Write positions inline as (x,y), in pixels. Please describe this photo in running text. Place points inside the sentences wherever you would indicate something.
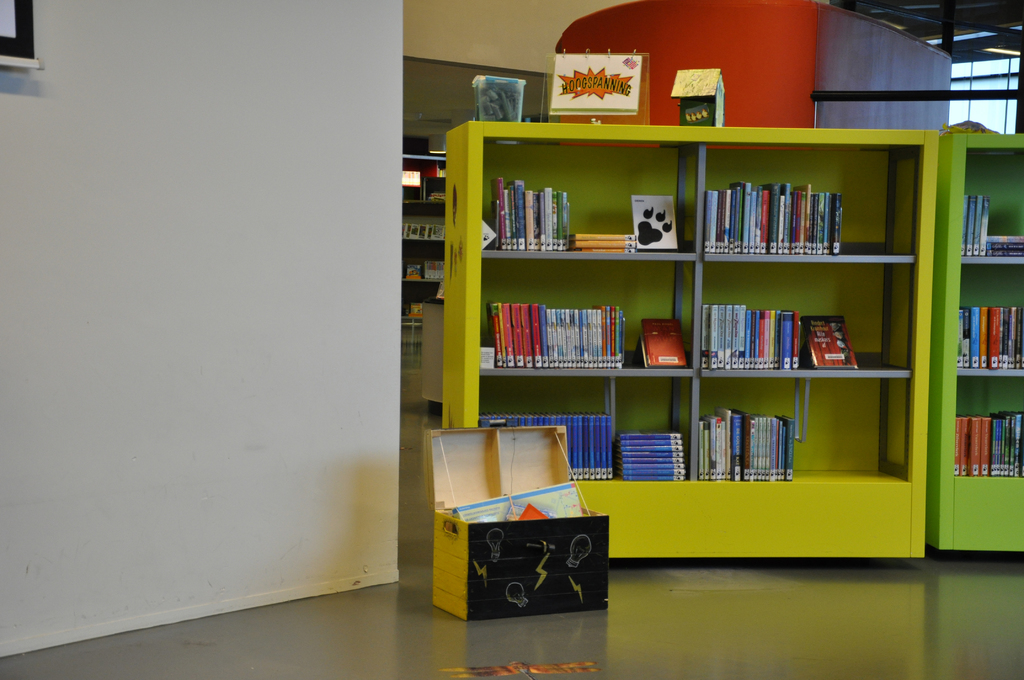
In the picture I can see the metal cabinets (805,260) on the floor (428,557) and there are books (725,447) on the metal shelves (676,416). I can see a suitcase box (523,464) on the floor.
